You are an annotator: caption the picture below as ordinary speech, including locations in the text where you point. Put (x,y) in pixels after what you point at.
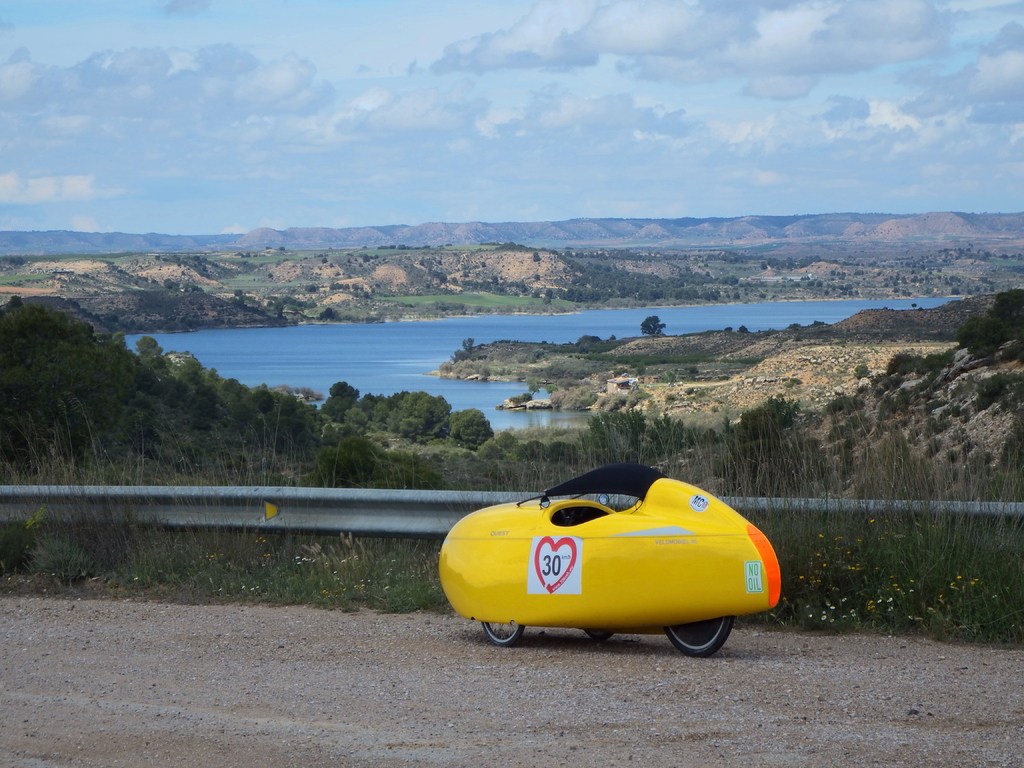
In the picture I can see three wheeler vehicle (736,539) on the road (755,636). In the background (564,381), I can see the lake (189,334), trees (591,351) and mountains (222,280). There are clouds (516,68) in the sky (477,117).
